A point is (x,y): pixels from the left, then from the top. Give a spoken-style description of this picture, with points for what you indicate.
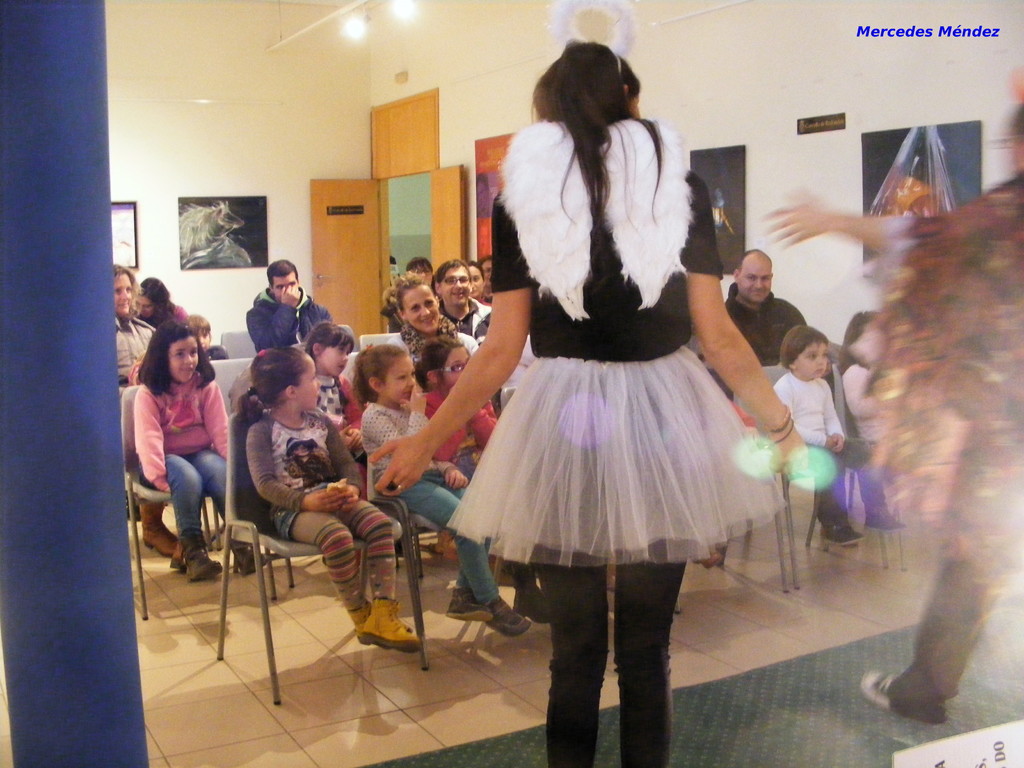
In the center of the image (452,264) we can see a group of people (487,429) are sitting on the chairs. In the background of the image (363,66) we can see the wall (346,172), door (383,193), boards (261,245) and lights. On the left side of the image (108,573) we can see a pillar (45,372). In the middle of the image (552,297) we can see two persons (527,386) are standing and wearing costume (731,450). At the bottom of the image (417,704) we can see the floor (392,718), mat (811,726) and board (935,761). In the top right corner (873,27) we can see the text (939,32).
